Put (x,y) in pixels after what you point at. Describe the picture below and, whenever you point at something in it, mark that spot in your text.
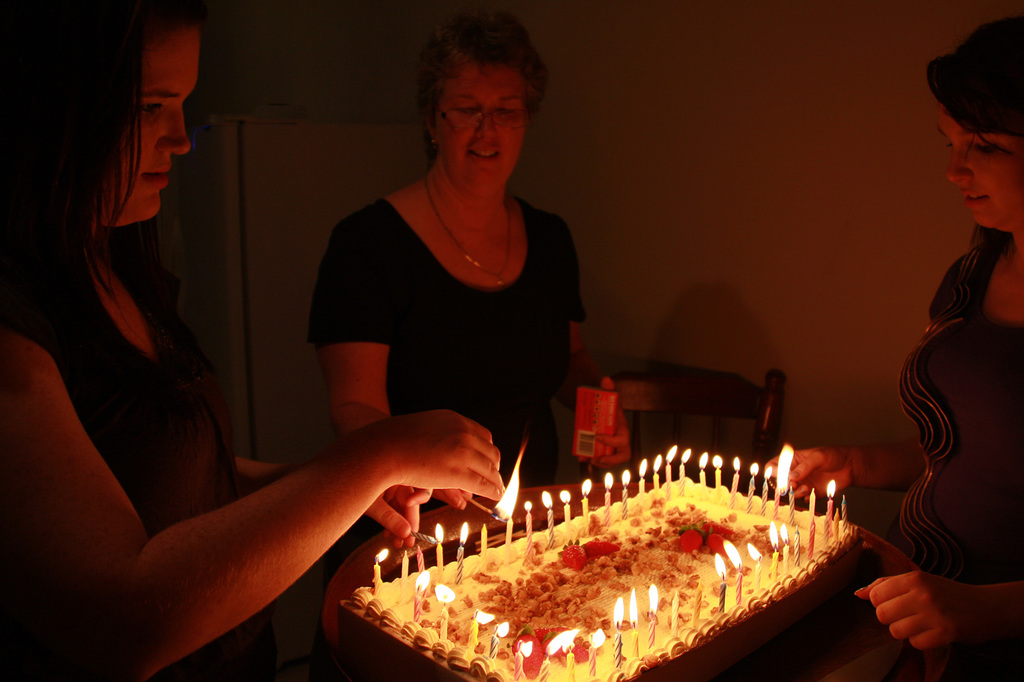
In this image, we can see people (422,348) standing and are holding match sticks (511,492) which are light and there is a chair (693,380) and a wall (669,151). At the bottom (622,583), there is a cake (614,541) with candles (531,530) which are lighted are placed on the table (766,659).
